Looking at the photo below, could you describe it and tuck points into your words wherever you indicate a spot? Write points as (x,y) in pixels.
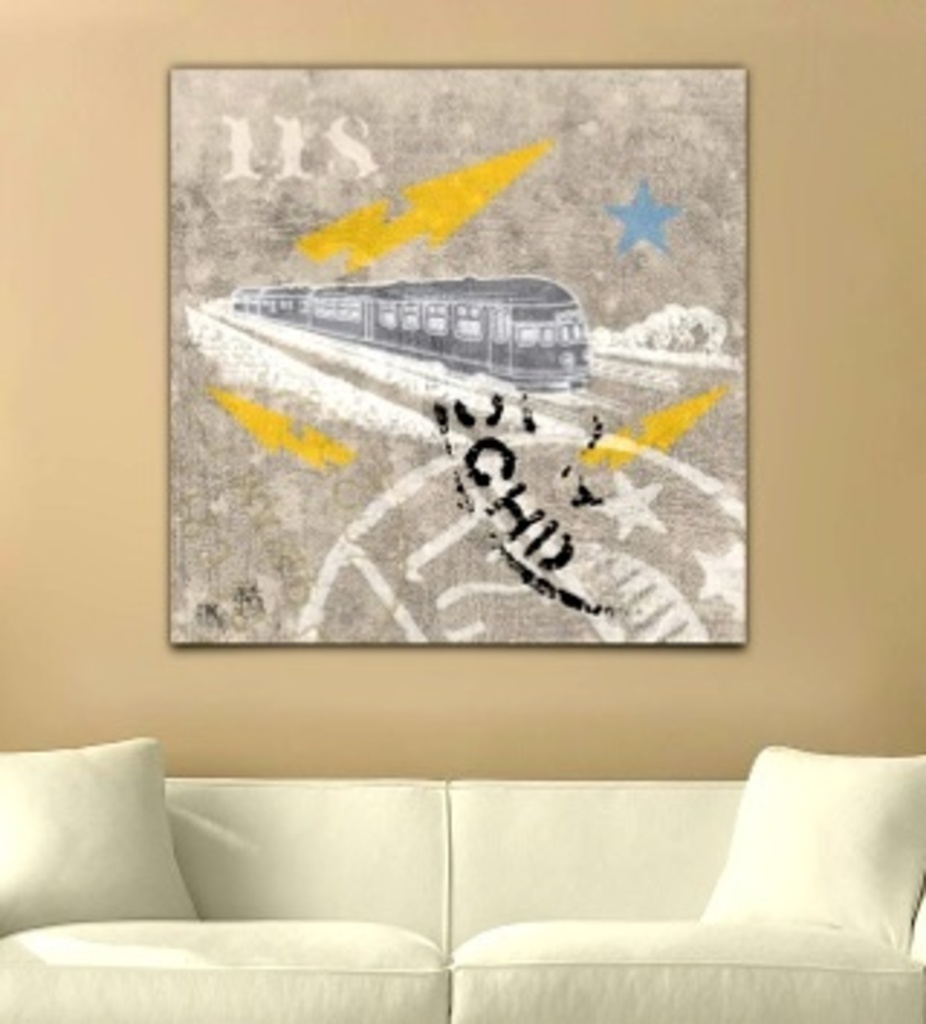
This picture is clicked inside the room (422,902). On the bottom of the picture (490,847), we see a sofa (380,846) which is white in color and two pillows (907,778). Behind that, we see a wall (792,532) in cream color and on wall (117,291), we see a photo frame (278,272) in which we see train (552,320).
